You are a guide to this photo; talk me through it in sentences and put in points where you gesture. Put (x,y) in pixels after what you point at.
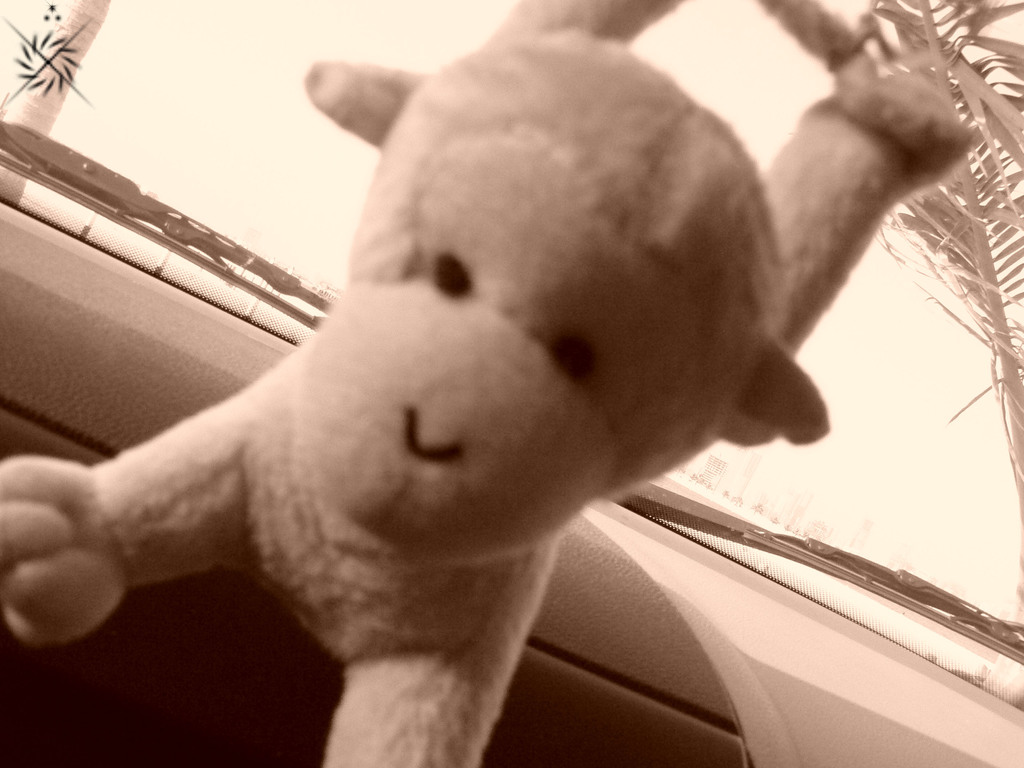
In this image, I can see the inside view of a car (217,645) with a toy (413,536), which is hanging in front of a dashboard (575,633). I can see the glass wipers (258,291) and a tree (974,200) through the glass (895,352).
